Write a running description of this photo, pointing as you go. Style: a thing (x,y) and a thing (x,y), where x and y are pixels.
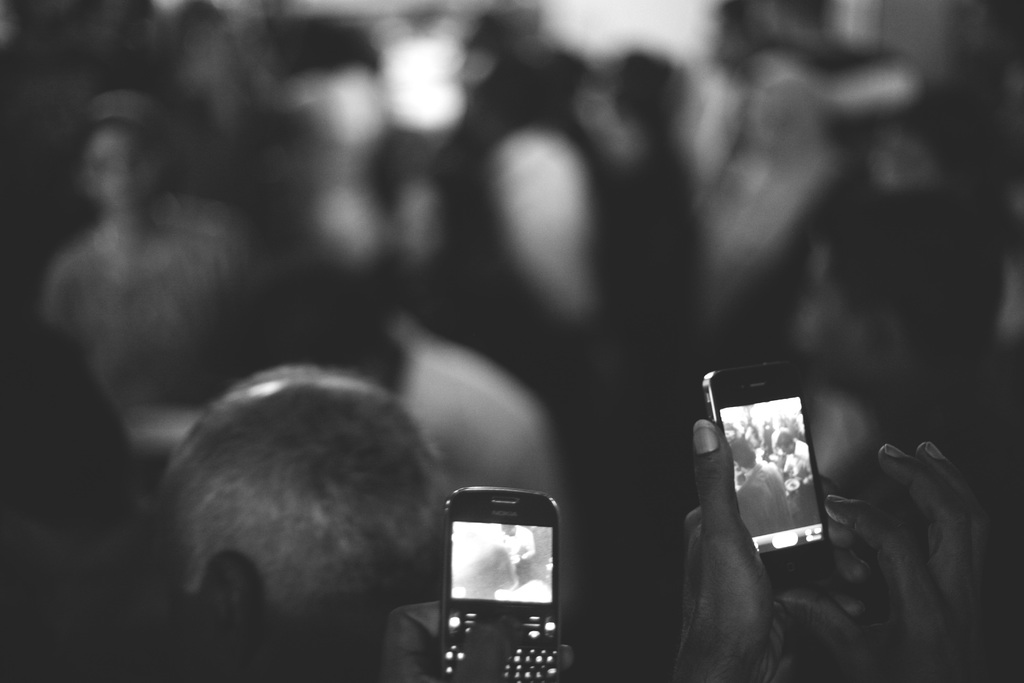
This image consists of two persons (428,610) holding mobiles (508,573). In the background (624,473), we can see many people (624,90). The background (722,91) is blurred.
